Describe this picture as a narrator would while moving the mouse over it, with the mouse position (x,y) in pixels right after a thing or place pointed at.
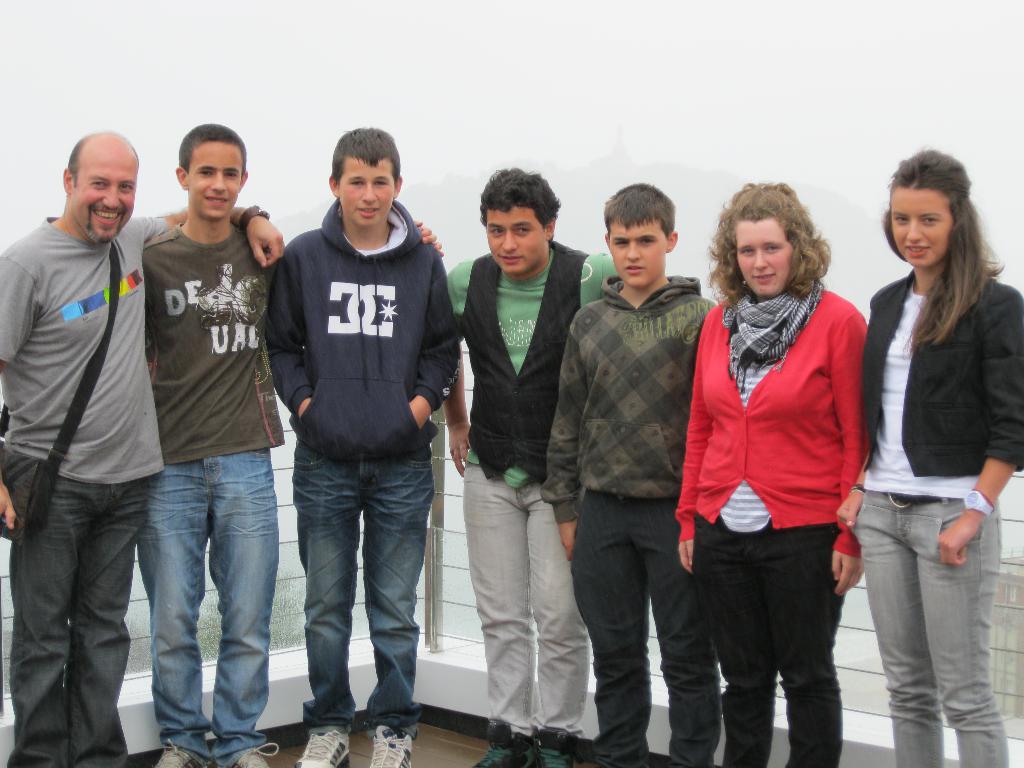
There are persons (832,299) in different color dresses (810,295), smiling and standing. Beside them, there is a fence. In the background (250,71), there is the sky (451,71).
